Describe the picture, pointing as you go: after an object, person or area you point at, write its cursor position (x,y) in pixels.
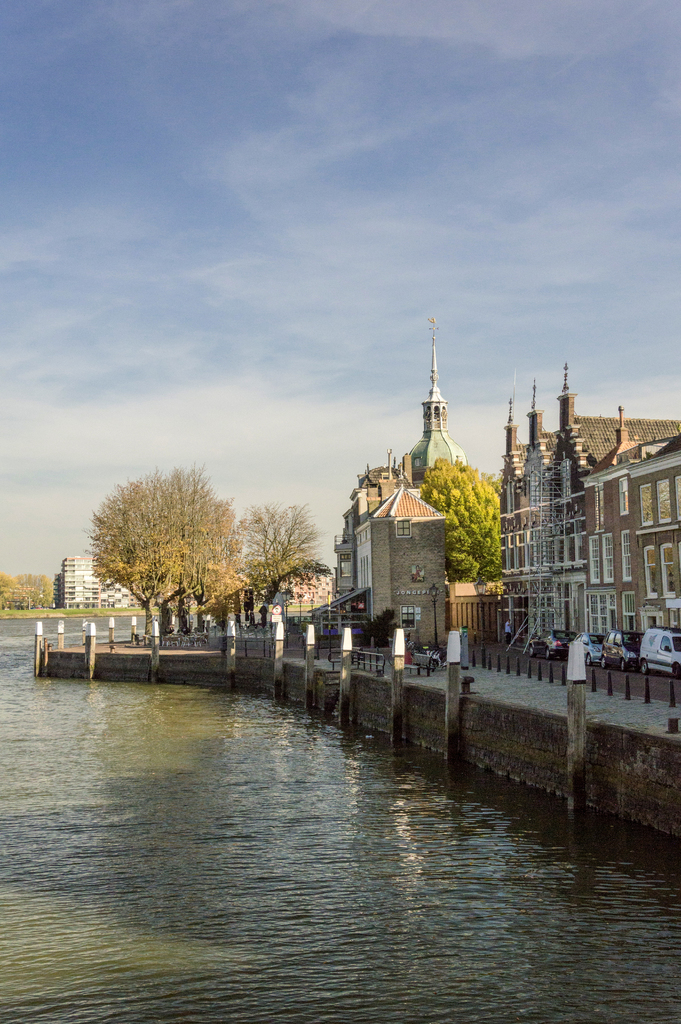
We can see trees (467,522), buildings (504,600), cars (637,651) and benches (380,658) in the middle of the image (390,612). There is a lake (213,892) at the bottom of the image (213,909). We can see the sky (434,193) is covered with clouds (60,422) at the top of the image (120,281).
